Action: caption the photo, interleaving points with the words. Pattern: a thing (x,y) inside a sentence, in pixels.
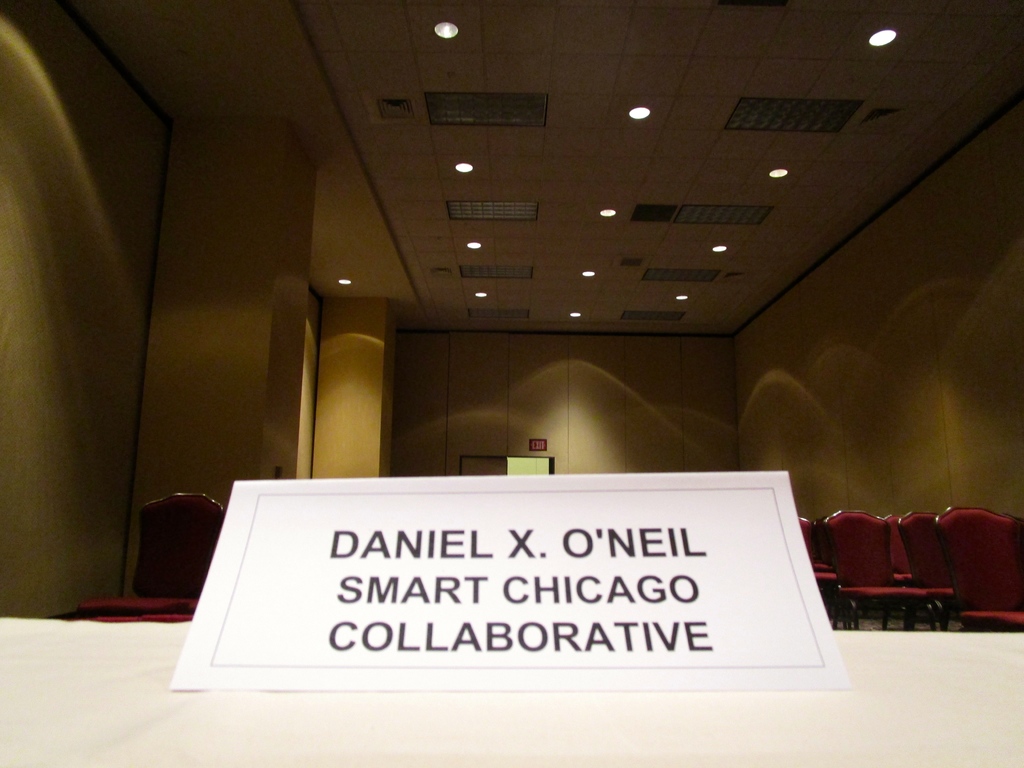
In the picture I can see white color board (402,611) on a white color surface (543,720). On the board (462,587) I can see something written on it. In the background of the image (470,369) I can see walls (440,386), lights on the ceiling (572,254) and chairs (848,557) on the floor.
